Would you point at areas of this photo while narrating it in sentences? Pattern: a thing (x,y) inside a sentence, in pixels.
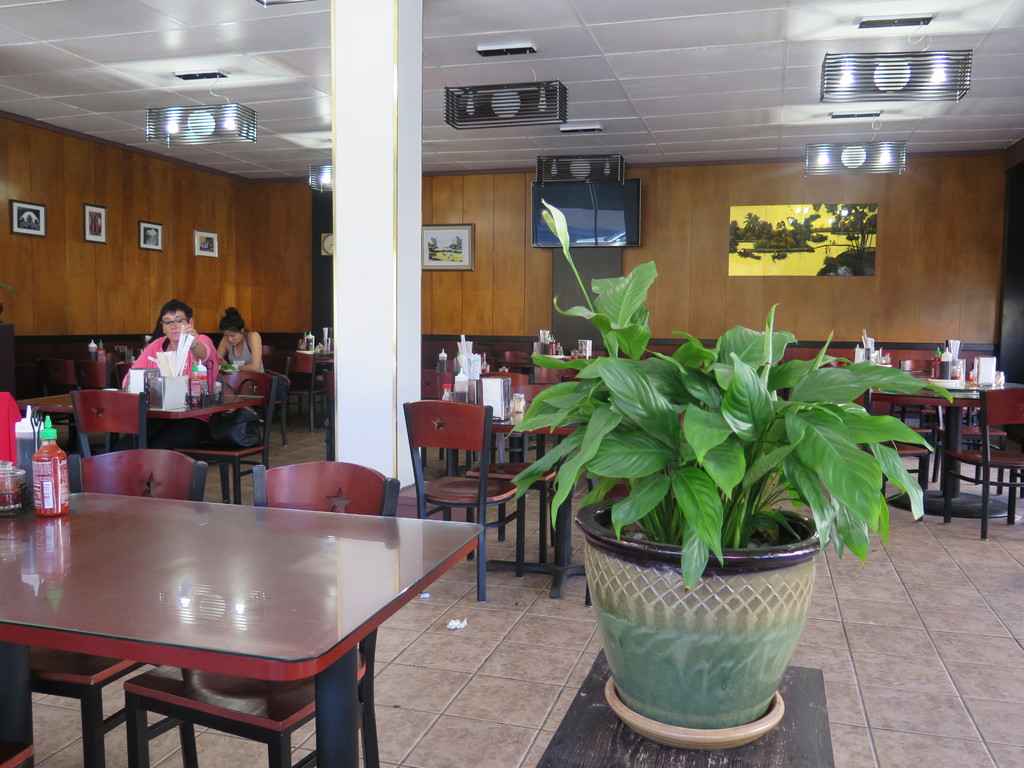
In this image I can see few people (227,359) are sitting on chairs (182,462). I can also see few more tables (201,411) and chairs (422,448). On these tables (61,582) I can see few bottles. Here I can see a plant (856,495) and in the background (464,235) on these walls (473,211) I can see few frames (39,228), a clock (324,243), a television (603,190) and a painting (757,229).
